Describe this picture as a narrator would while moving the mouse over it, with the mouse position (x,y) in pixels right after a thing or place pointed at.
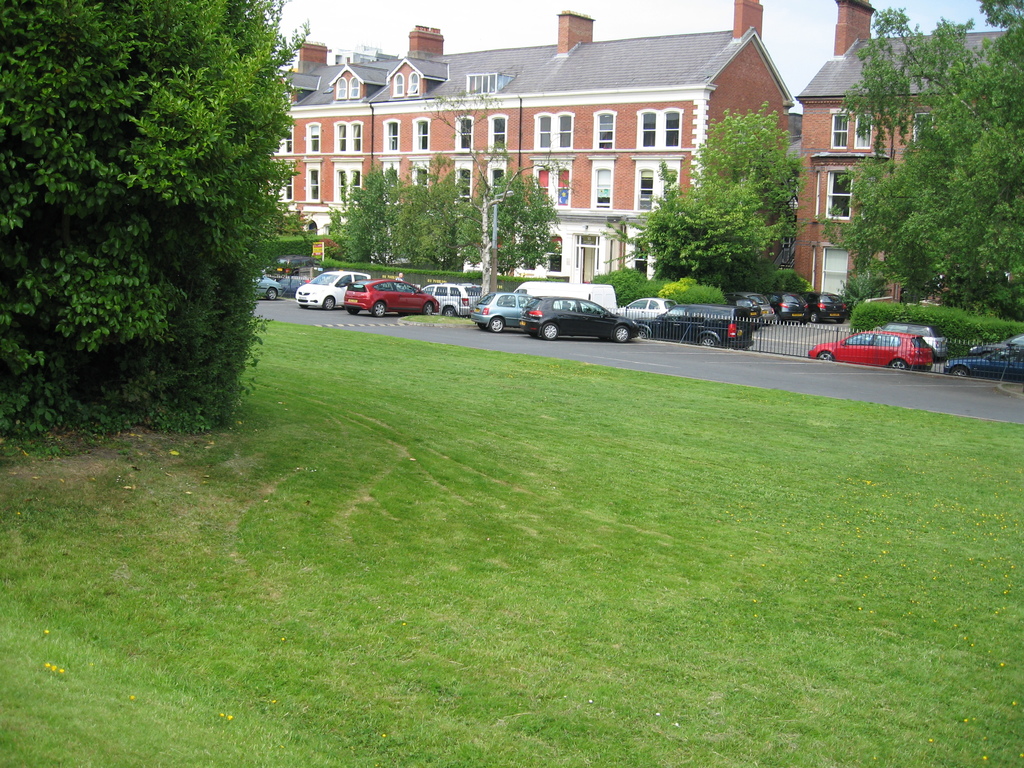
In this image, we can see vehicles (591,303) on the road (432,334) and in the background (864,210), there are trees (712,163), poles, a fence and buildings (642,160). At the top (799,28), there is sky (798,14) and at the bottom (384,587), there is ground (284,606).
